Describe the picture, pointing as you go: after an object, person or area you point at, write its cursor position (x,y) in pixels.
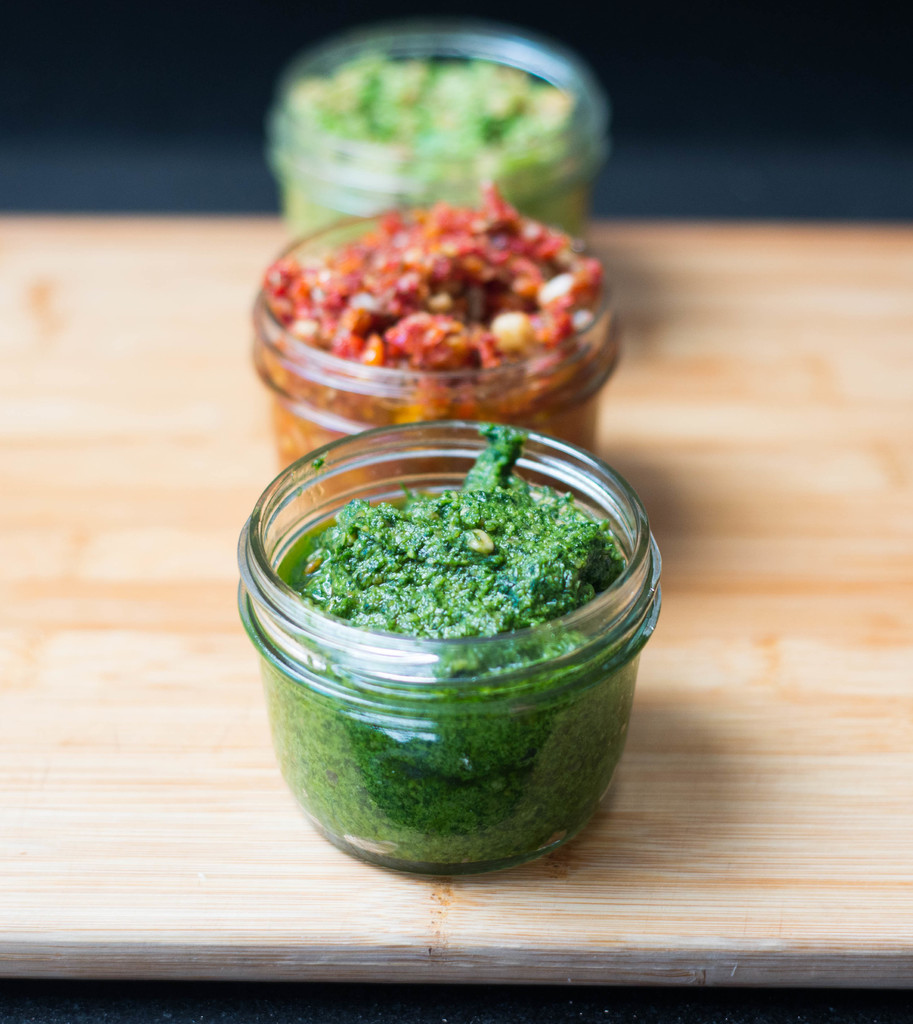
In this image I can see food items (597,536) in three glass containers (597,601), which are placed on an object (690,925). There is a blur background (642,28).
